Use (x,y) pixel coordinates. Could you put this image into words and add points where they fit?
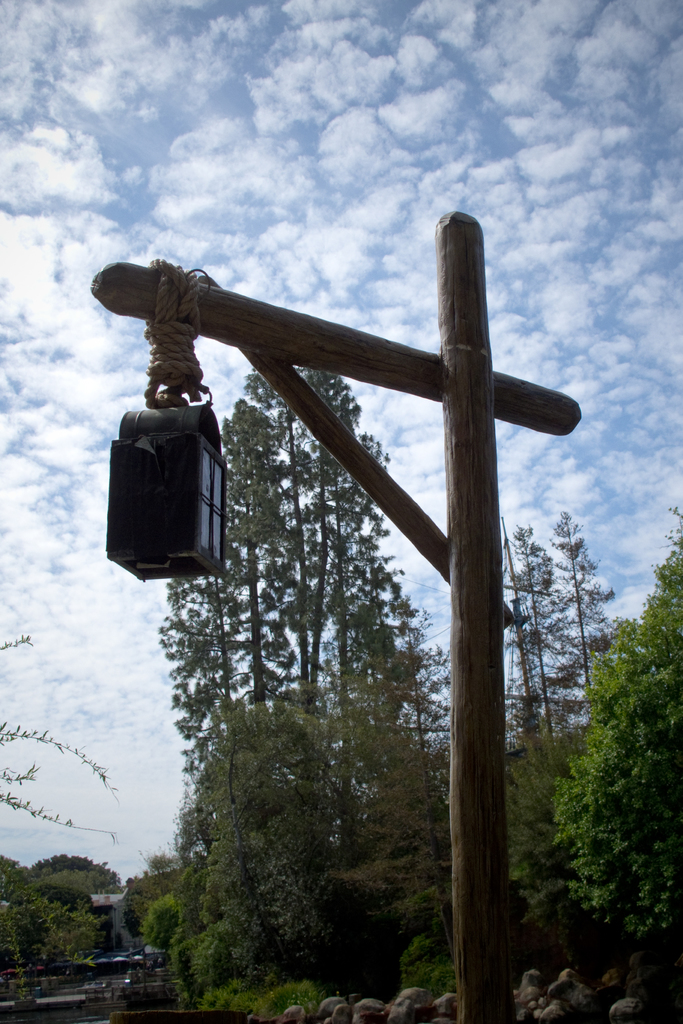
In this picture I can see there is a wooden pillar (478,427) and it has a light (158,469) attached to it. There are stones (413,1002), trees (430,853) and the sky (125,578) is cloudy.
